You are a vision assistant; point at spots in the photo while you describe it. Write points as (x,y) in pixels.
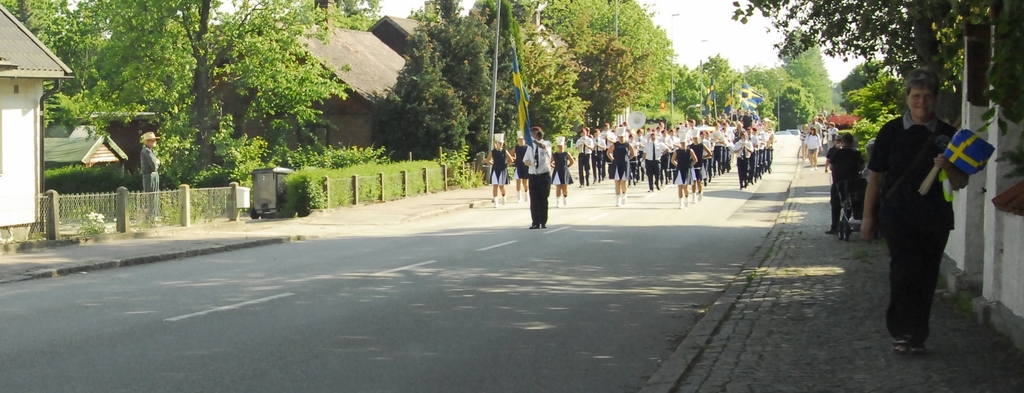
In this picture we can see some people (679,166) are walking, some of them are holding flags (746,103), on the right side (816,116) there are some people (819,131) walking, on the left side (60,151) we can see houses (12,116), in the background (863,120) there are some trees (396,94), grass (359,169), some plants (344,154) and poles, there is the sky (691,27) at the top of the picture (691,27).
